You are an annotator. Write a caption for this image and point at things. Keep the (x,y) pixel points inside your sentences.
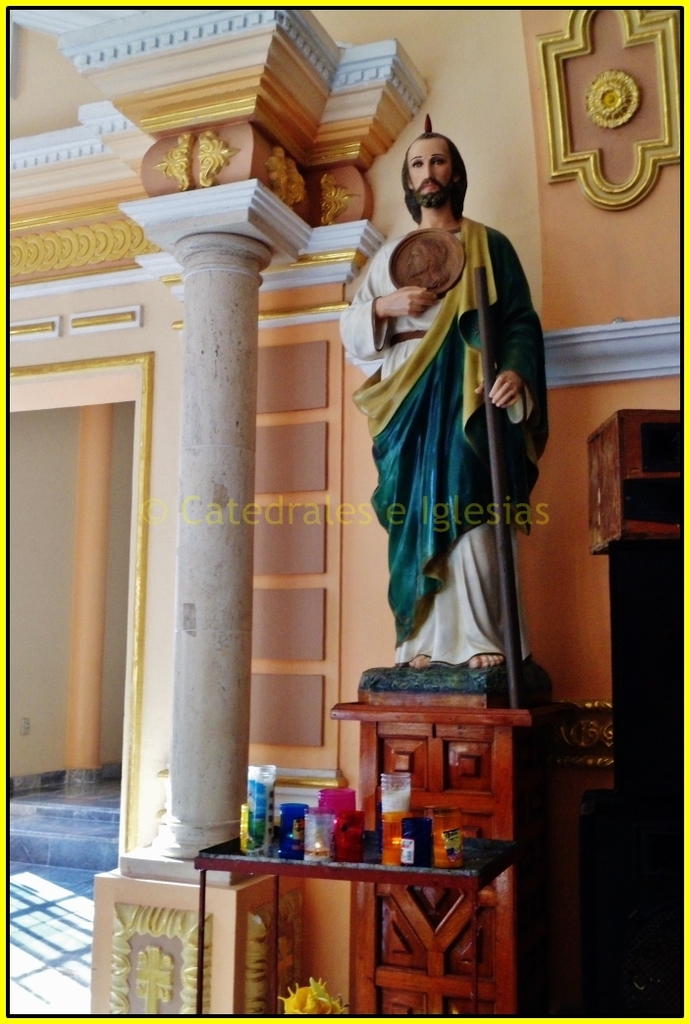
In this image here there is a statue (442,322) of a man (474,402). Here on a table (436,868) there are candles (270,832). This is a pillar (224,469). This is an entrance (65,729). On the wall (109,216) there are designs (543,42).
